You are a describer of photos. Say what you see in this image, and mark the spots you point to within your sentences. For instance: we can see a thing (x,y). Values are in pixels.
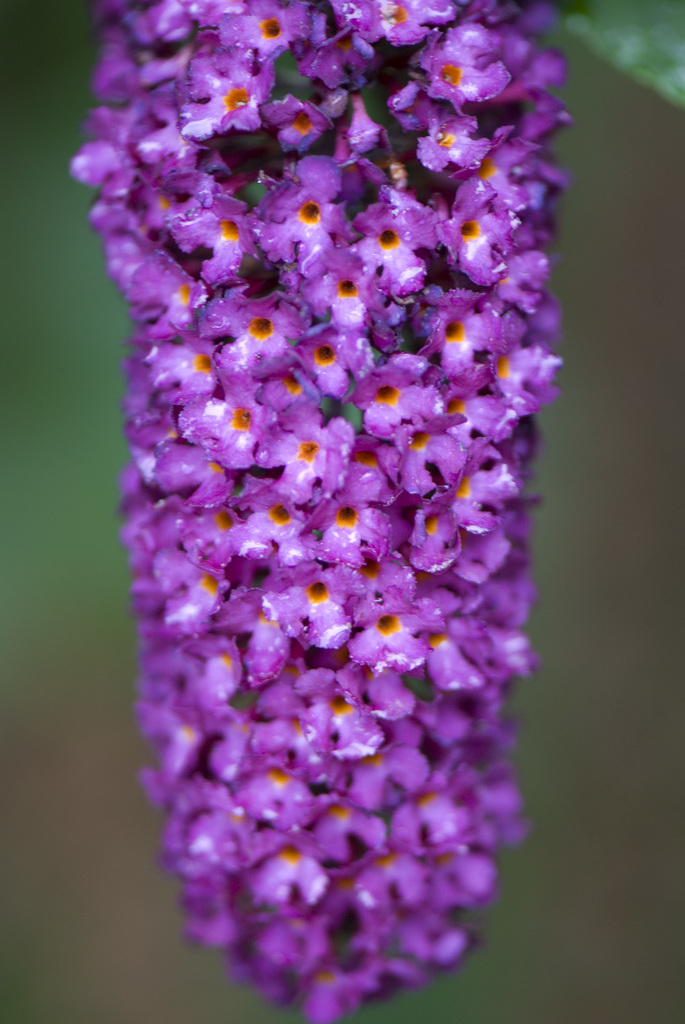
As we can see in the image in the front (400,636) there are purple color flowers (326,440) and the background (677,305) is blurred.
